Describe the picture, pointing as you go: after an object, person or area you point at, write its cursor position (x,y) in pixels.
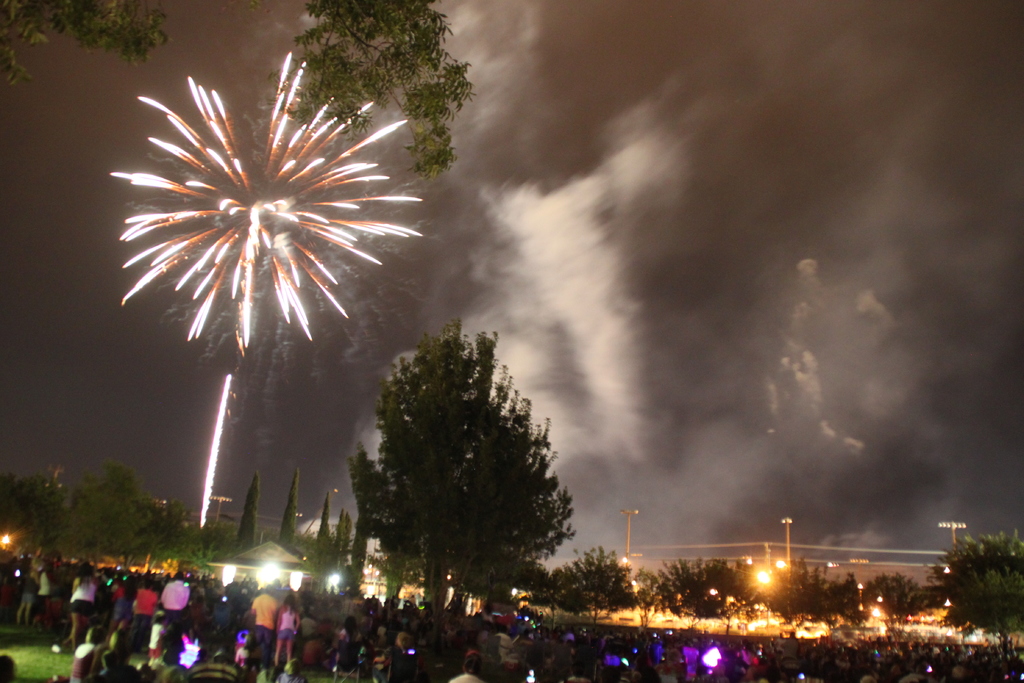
In this picture we can see group of people (226,588) and lights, in the background (492,519) we can see few trees (857,600), poles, smoke (736,504) and fire works (255,283).
